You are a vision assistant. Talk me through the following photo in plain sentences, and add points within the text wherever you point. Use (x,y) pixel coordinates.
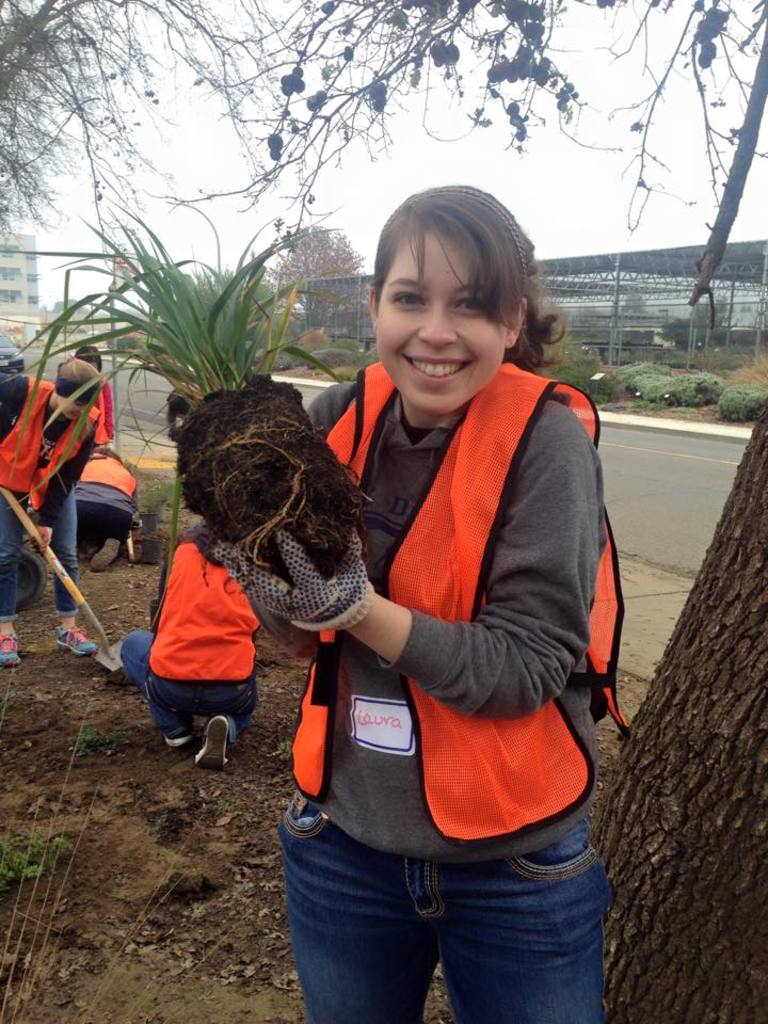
In this image I can see a woman (512,848) wearing orange, black and blue colored dress (512,822) is standing and holding a plant (290,449) in hands (295,622). In the background (225,593) I can see few other persons (118,551), the ground (70,796), the road (708,463), few trees (717,888), few buildings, a shed (668,287) and the sky (561,113).
